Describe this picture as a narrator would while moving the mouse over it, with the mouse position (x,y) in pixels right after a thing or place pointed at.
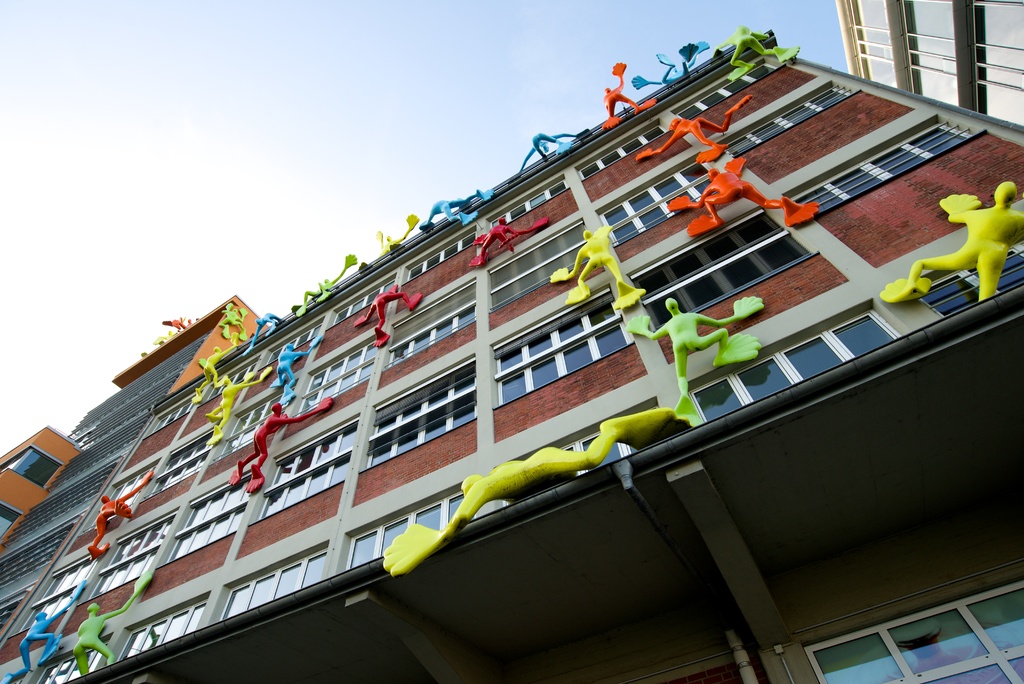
These are the buildings (308,445) with the windows (462,408). I can see the kind of colorful sculptures (231,392), which are on the building (608,415). This is the sky (349,112).
